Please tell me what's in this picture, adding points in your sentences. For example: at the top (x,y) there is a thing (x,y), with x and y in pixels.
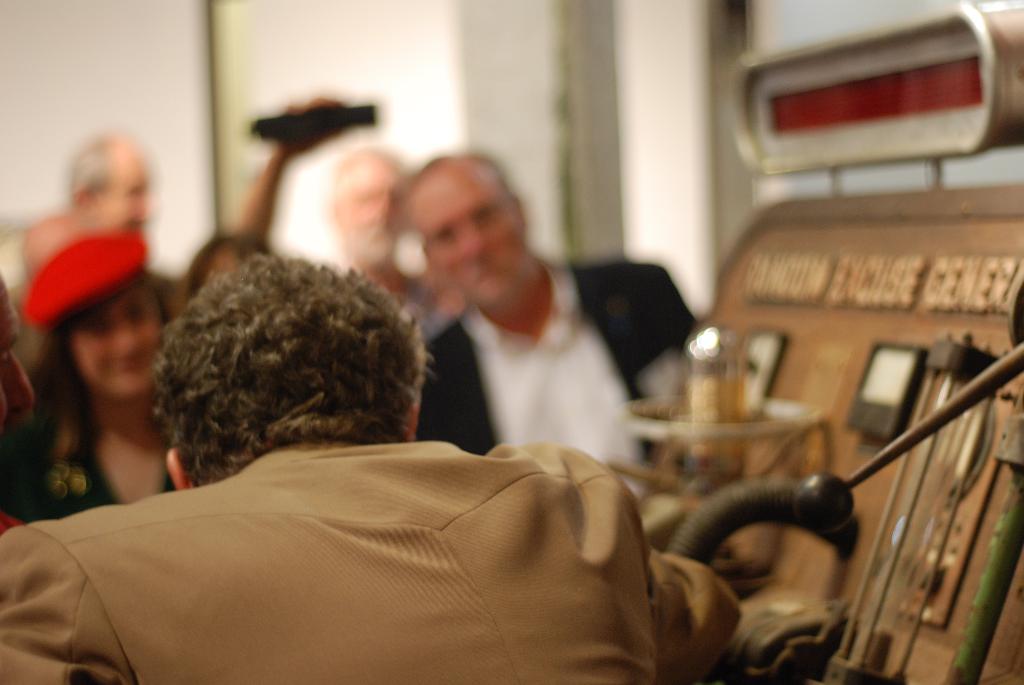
In this image we can see a few people (371,417). On the right (829,395) we can see a generator board (921,304) with text (864,273) and the background (176,54) is blurred.
